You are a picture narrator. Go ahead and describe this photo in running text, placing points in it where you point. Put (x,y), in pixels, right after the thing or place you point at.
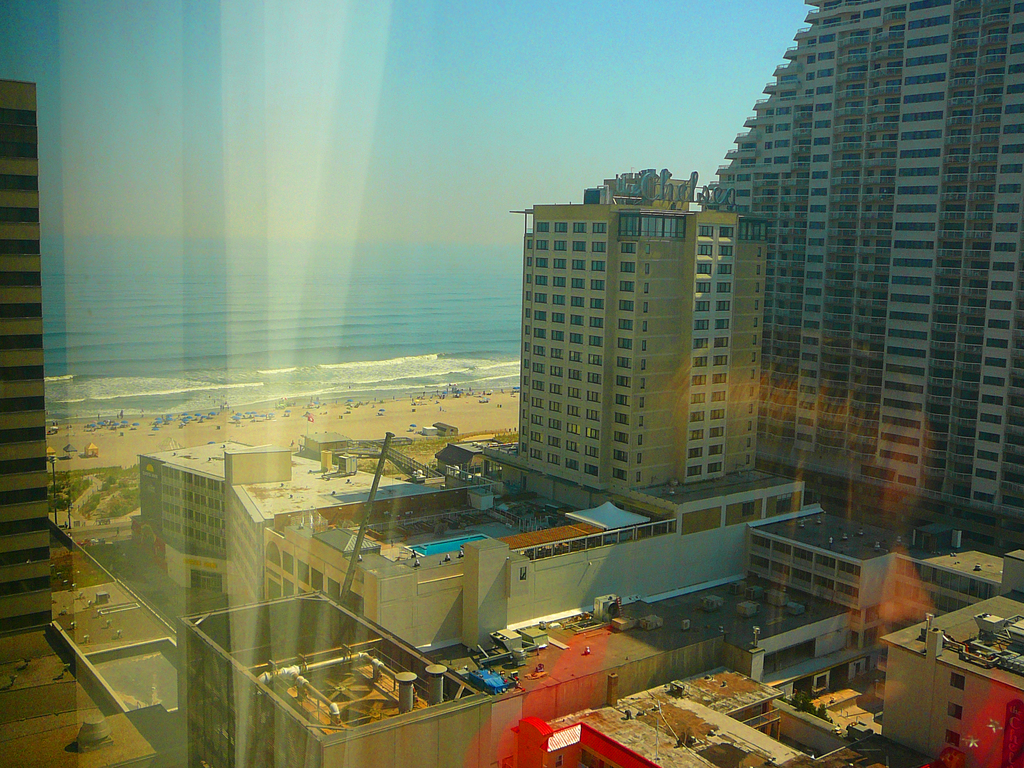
In this image we can see a group of buildings (691,652) with windows (195,578). We can also see some trees (121,502), a street pole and a group of people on a seashore (272,427). On the backside (426,336) we can see a large water body (385,312) and the sky (338,106).
